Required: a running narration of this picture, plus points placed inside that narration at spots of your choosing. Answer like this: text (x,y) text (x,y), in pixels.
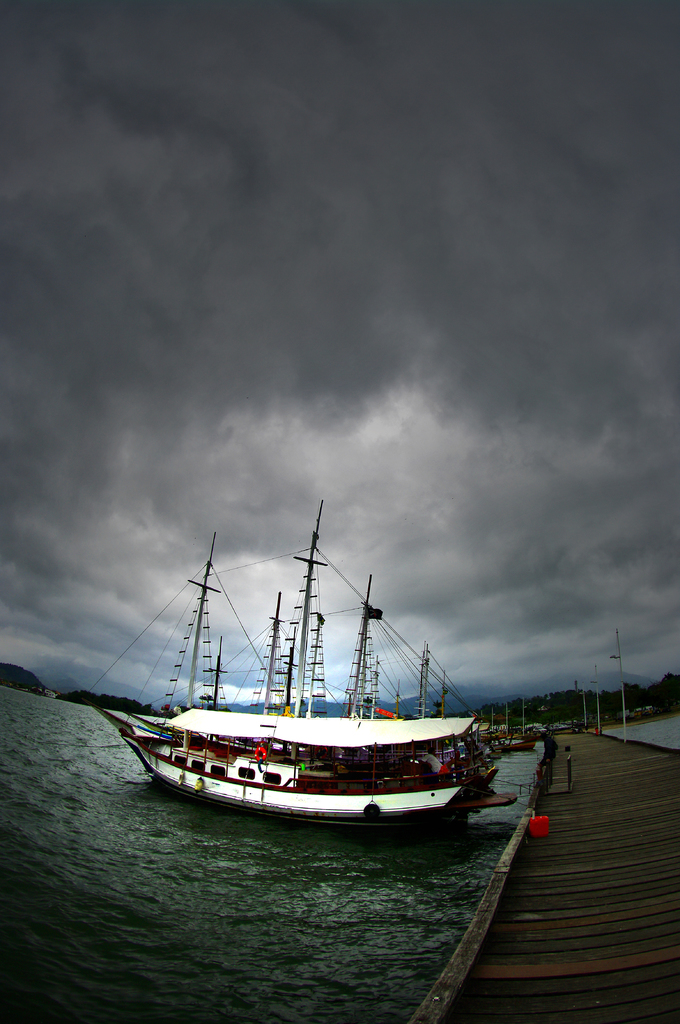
In this image I can see docks (615,891). There are few boats (386,807) on the water (368,828). I can see an ocean (183,966). At the top (366,306) I can see clouds (407,357) in the sky (407,357).
